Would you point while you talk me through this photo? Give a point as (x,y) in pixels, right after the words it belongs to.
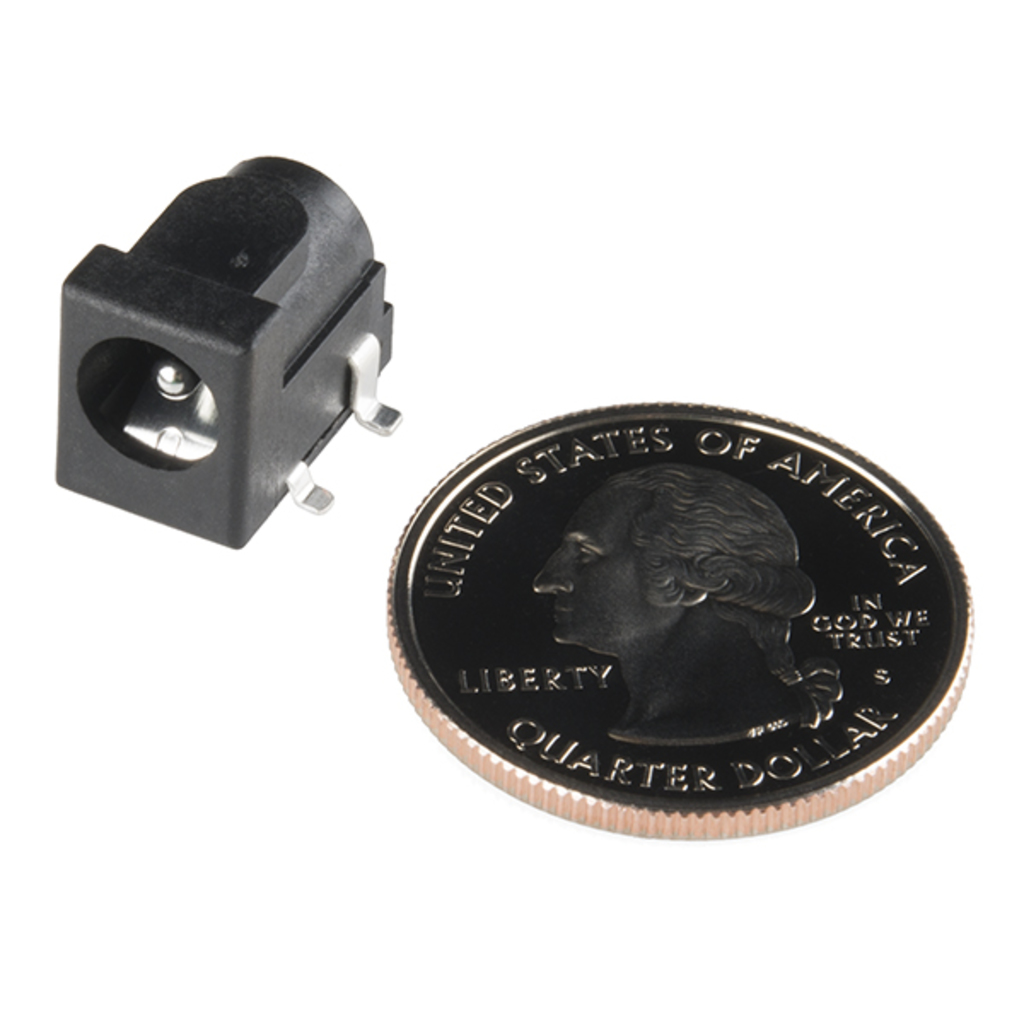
In this image, we can see a coin (446,513) and an object (235,201).
